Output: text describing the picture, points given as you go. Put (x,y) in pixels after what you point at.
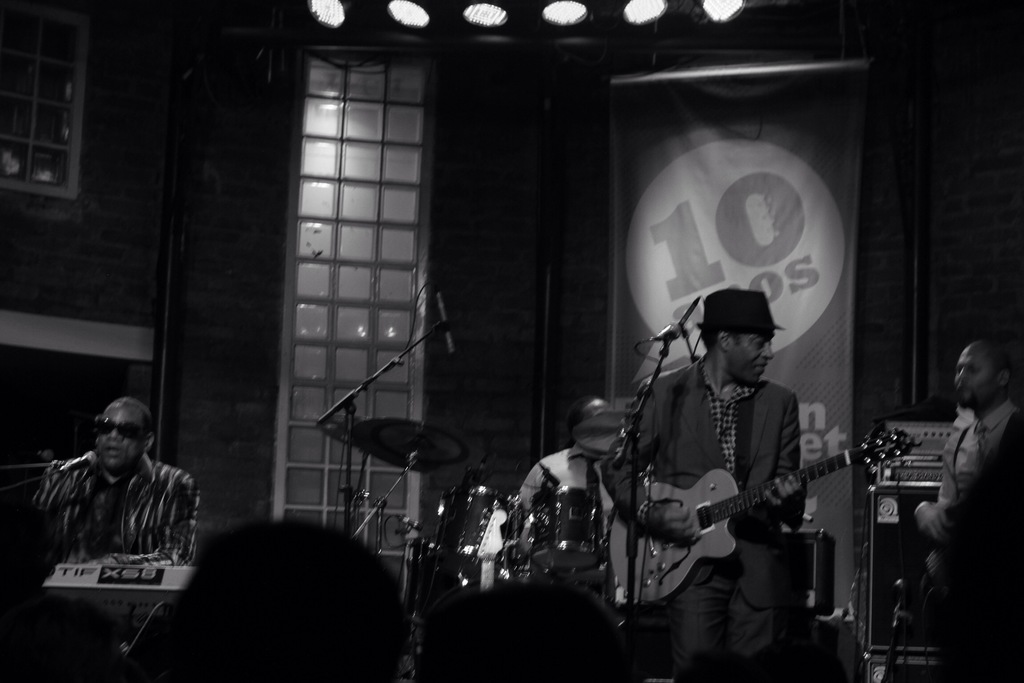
There are four persons (781,529) playing music in front of the audience (256,649).
